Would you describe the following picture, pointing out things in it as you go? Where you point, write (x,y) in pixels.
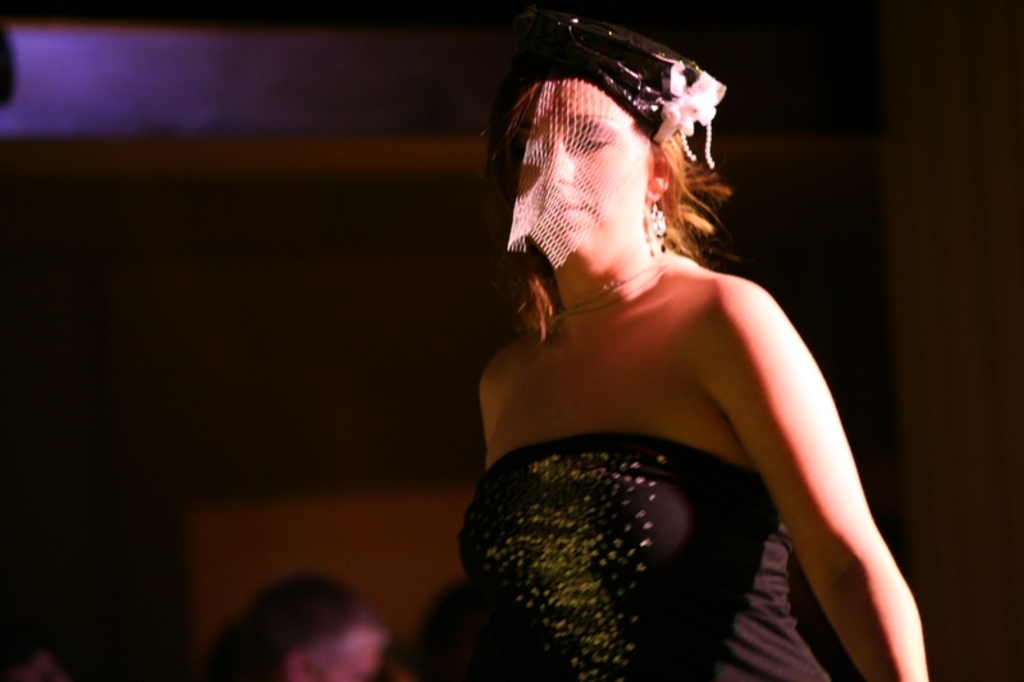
In this image we can see a lady (627,351) wearing cap (554,76) and mask (580,126). In the background (441,178) it is dark.
